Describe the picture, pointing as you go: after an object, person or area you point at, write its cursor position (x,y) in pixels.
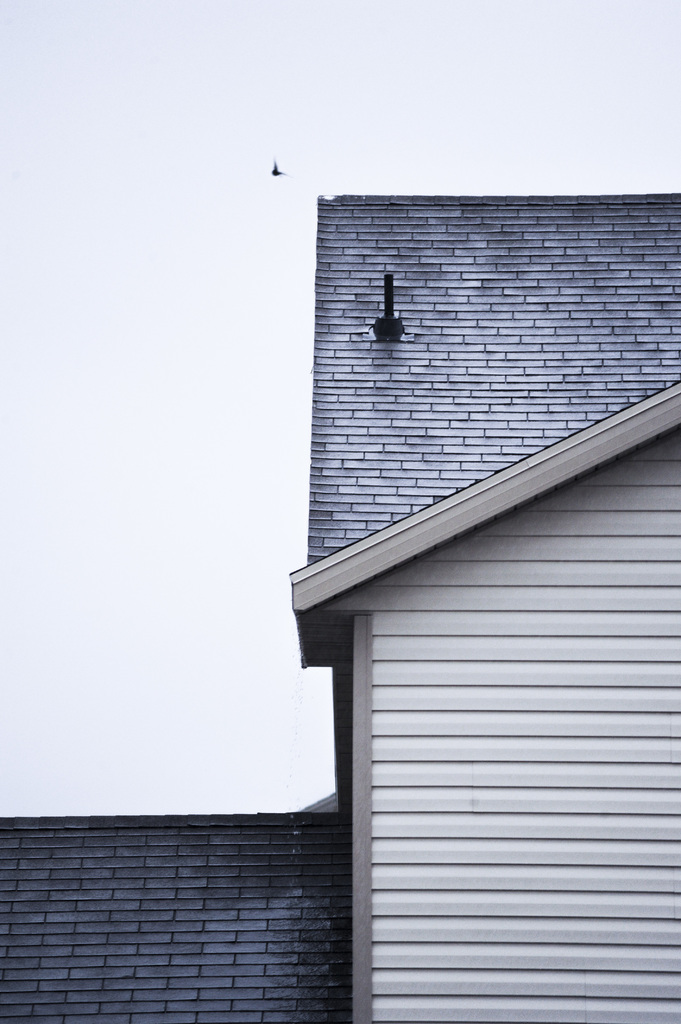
In this picture I can see a building (475,285) and a cloudy sky (266,38) and it looks like a bird (285,173) flying.
